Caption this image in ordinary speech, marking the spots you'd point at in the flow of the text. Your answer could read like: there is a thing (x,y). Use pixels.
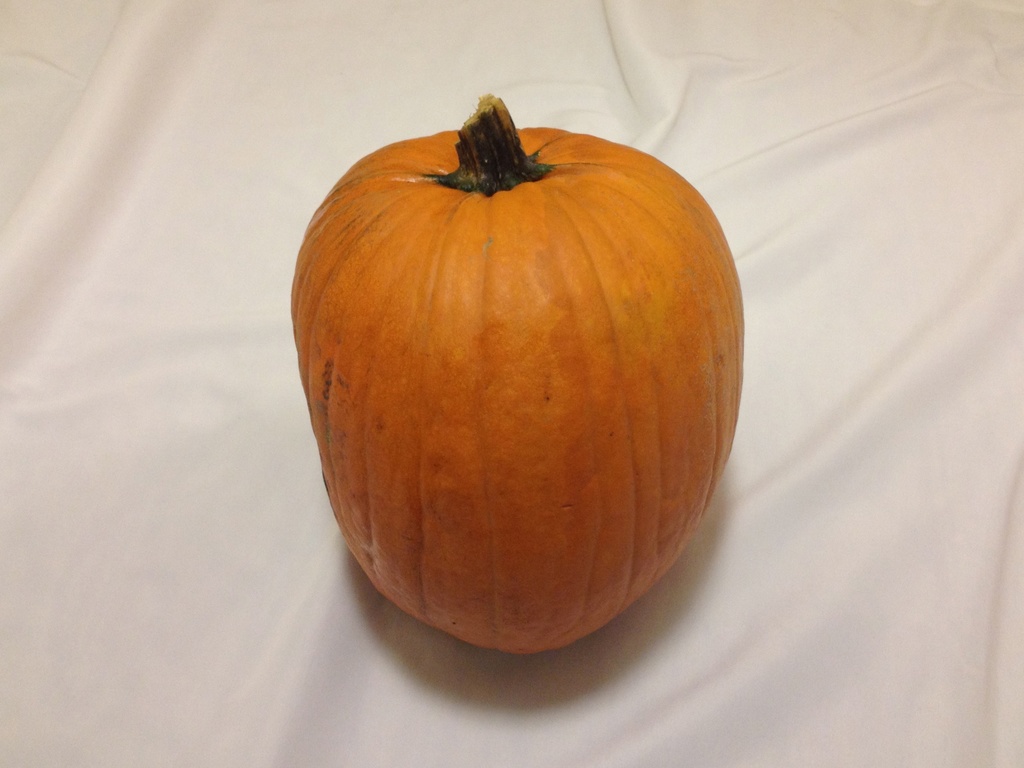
In this image there is a table (808,630) with a tablecloth (808,630) on it and there is a pumpkin (532,295) on the table (931,613).
